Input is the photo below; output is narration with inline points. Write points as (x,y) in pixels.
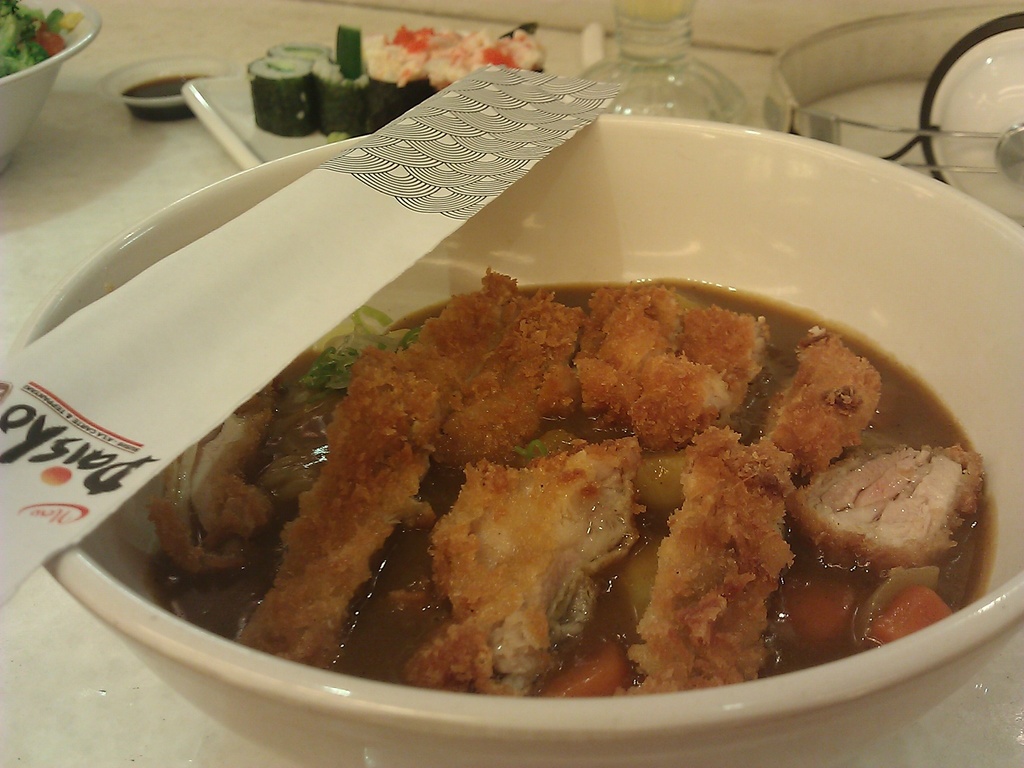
In this image there is a table (117,126) and we can see a bowl (604,737) containing food (575,520), sushi (408,35), bottle (714,100), salad (60,25) and a plate (985,76) placed on the table (62,204).
